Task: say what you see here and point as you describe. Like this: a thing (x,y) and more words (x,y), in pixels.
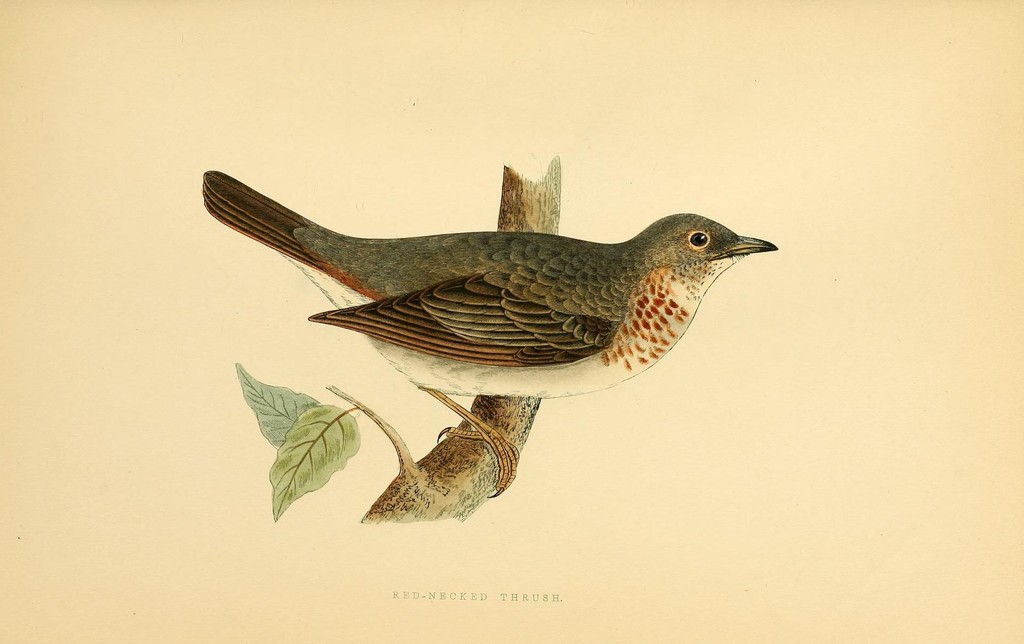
This is a poster. In the center of the image (453,391) we can see a bird (549,347) is present on a stem (525,420) and also we can see the leaves (321,417). At the bottom of the image (561,598) we can see the text (545,598).
